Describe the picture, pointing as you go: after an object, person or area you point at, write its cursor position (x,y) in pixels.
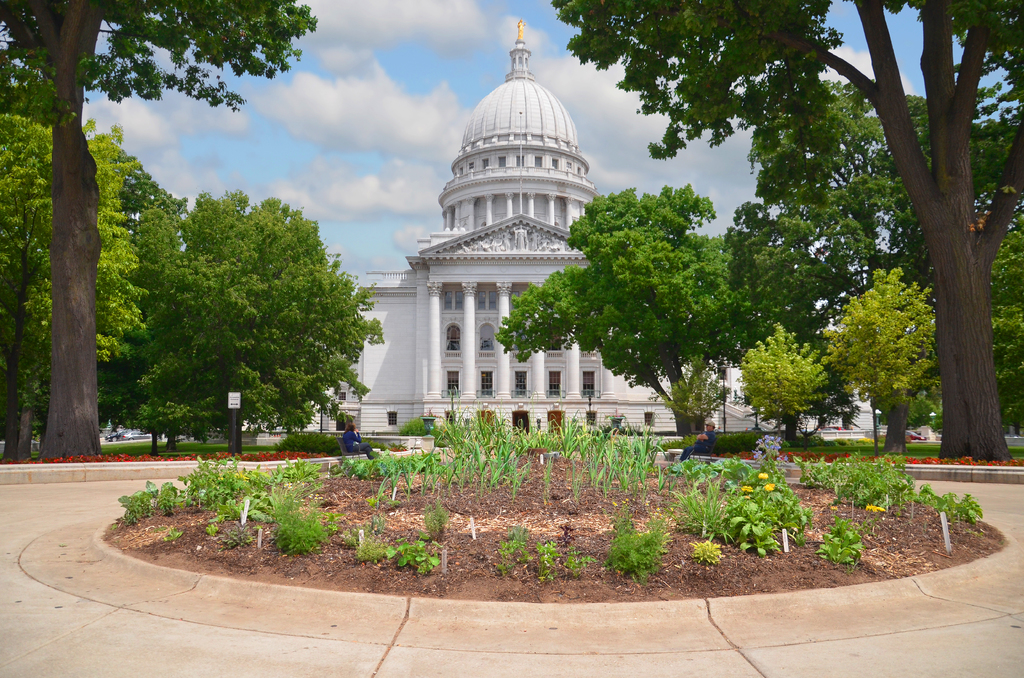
In the foreground (555,535) I can see flowering plants (645,539), grass (491,479), fence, pillars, boards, two persons (692,453) are sitting and trees (124,305). In the background (576,349) I can see a building (552,359), pillars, windows (459,338) and the sky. This image is taken may be during a day.
